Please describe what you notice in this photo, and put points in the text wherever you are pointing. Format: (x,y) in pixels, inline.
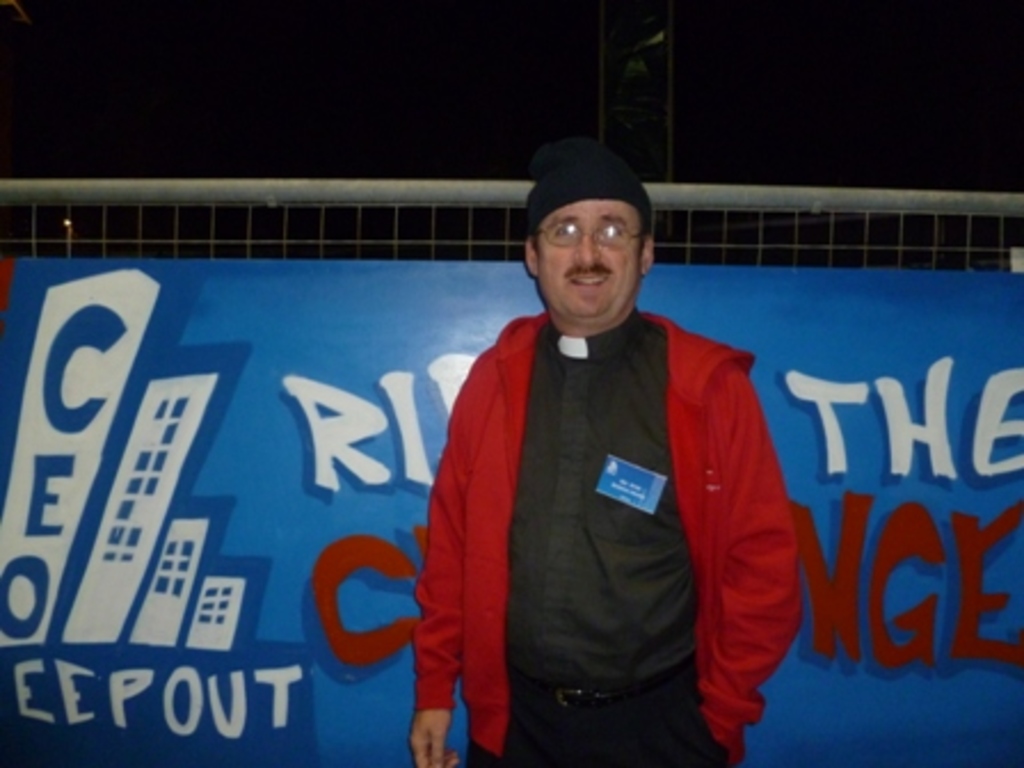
In the image we can see there is a person (727,437) standing and he is wearing red colour jacket (709,455), spectacles (555,236) and black colour cap (555,201). Behind there is a banner (380,486) and there is a net (349,211). The sky (349,117) is dark.
